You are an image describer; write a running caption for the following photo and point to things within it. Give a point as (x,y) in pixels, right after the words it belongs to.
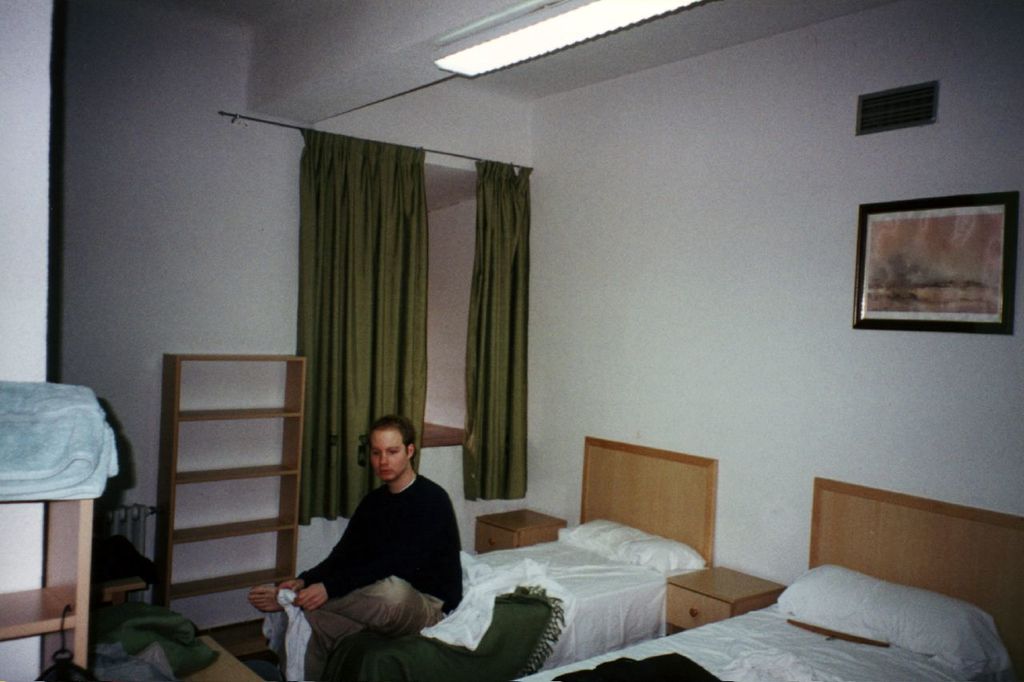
On the background (641,255) we can see wall (805,321), curtains (365,289) in green colour and a frame (934,232) over a wall (965,343). Here we can see bed cots (906,653) with pillows (883,631) and blankets (648,575) in white colour. This is a rack (174,559). We can see one man (407,433) sitting on a bed (377,657).
